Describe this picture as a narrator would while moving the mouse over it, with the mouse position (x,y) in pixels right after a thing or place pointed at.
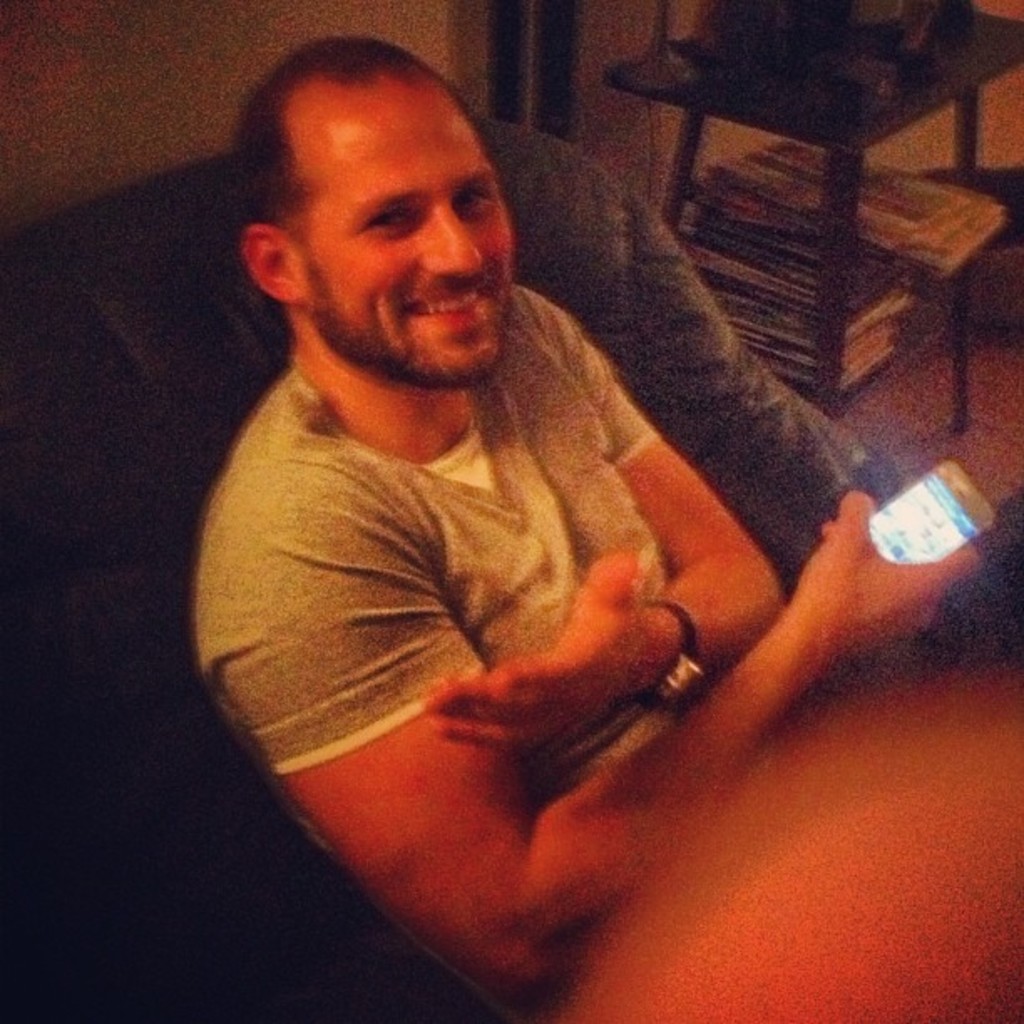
In the image there is a man (280,752), he is sitting and holding a mobile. Beside the man (390,350) there are many books (778,222) kept in a shelf (835,323) under a stool (829,299). Behind the man (318,121) there is a wall (217,131).
